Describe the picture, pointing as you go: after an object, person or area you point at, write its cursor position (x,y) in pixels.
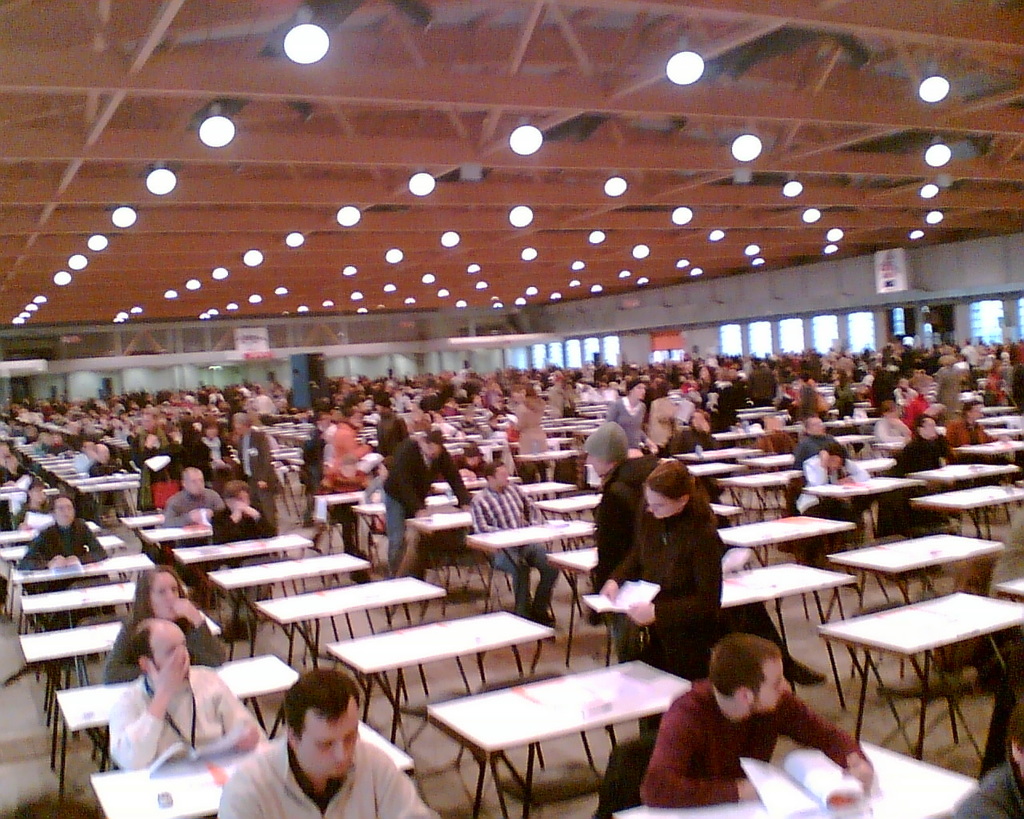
In the image many people (12,454) are sitting and standing near to the tables (980,611). Top of the image (488,207) there is a roof (471,107) and lights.
